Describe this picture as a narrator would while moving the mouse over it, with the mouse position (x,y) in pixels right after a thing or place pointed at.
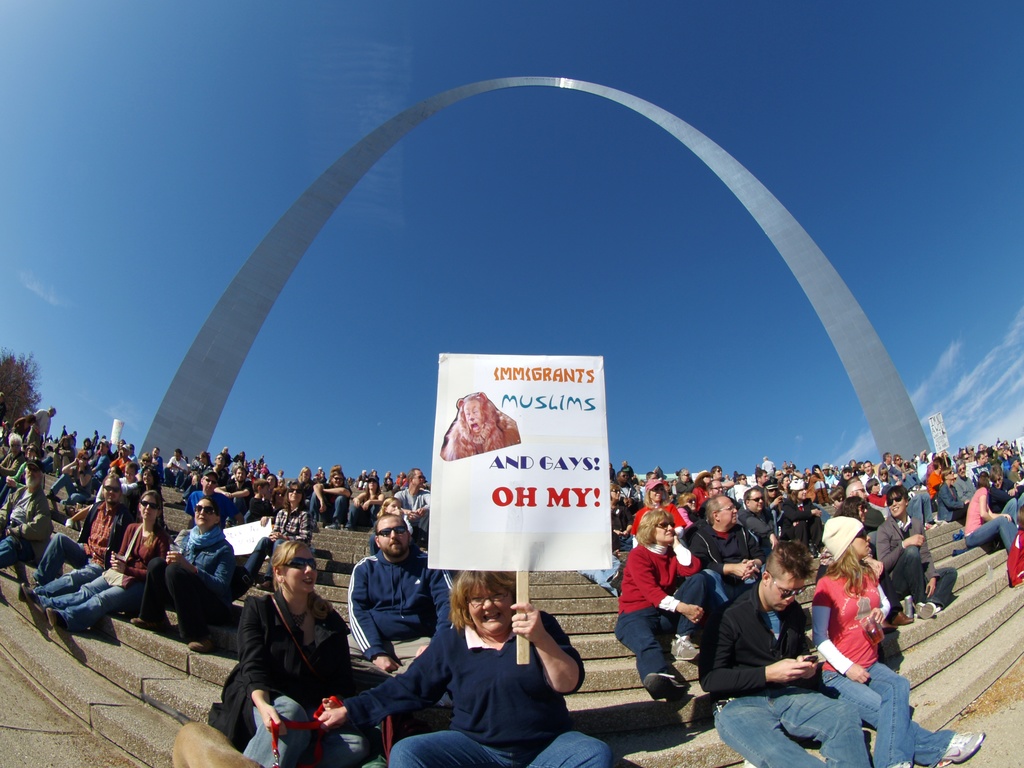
In the image there are many people (729,510) sitting on the steps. In the middle of the image (567,486) there is a lady (519,681) holding a poster (484,517) with an image (487,421) and there is something written on it. Behind them there is an arch shape object (311,233). In the background (843,399) there is sky (396,379). On the left side of the image (35,366) there is a tree (15,387).
